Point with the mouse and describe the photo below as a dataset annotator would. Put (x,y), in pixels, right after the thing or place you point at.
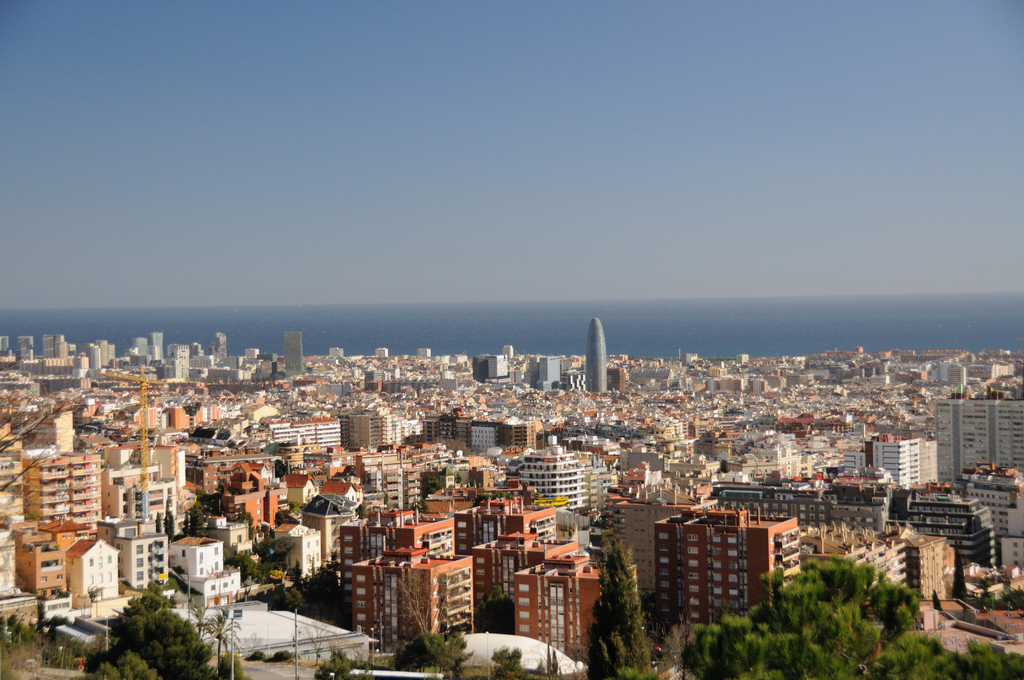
In this image I can see many buildings (423,443) with windows (506,435). In-front of these buildings (461,583) I can see many trees (697,638). In the background (546,346) I can see the water (633,313) and the sky (379,178).
